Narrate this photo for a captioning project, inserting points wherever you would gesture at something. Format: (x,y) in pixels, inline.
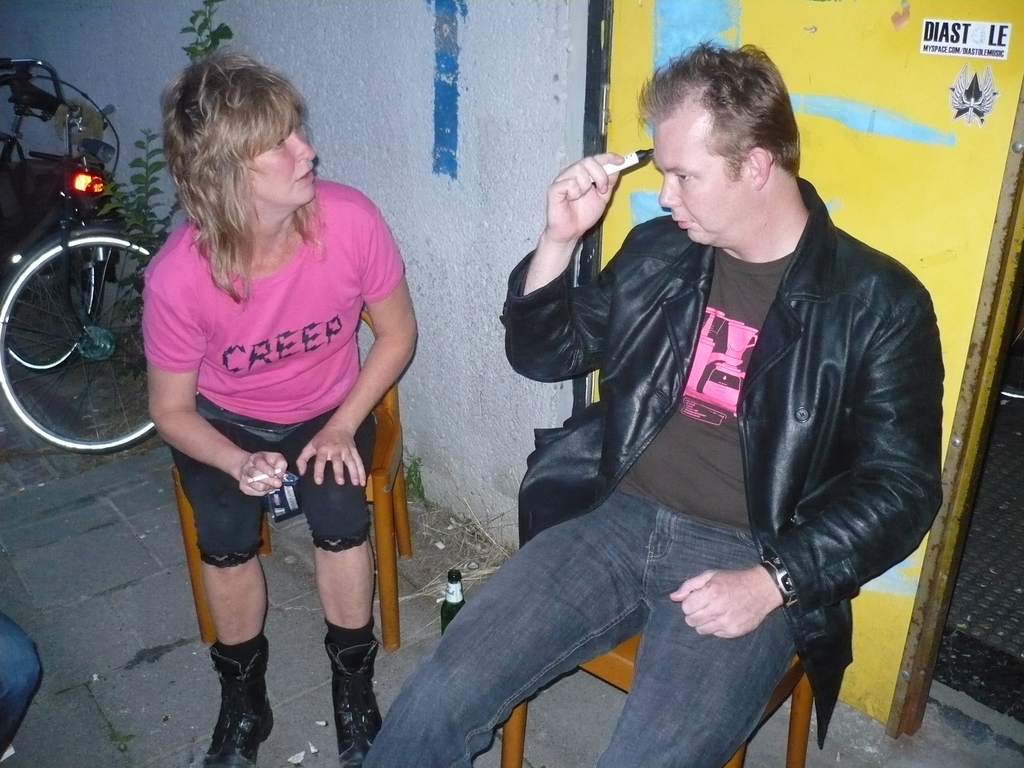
In this image I can see a man (538,461) and a woman (254,652) sitting on the chairs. I can see a bicycle (23,63). In the background (454,315) there is a wall (493,45).
